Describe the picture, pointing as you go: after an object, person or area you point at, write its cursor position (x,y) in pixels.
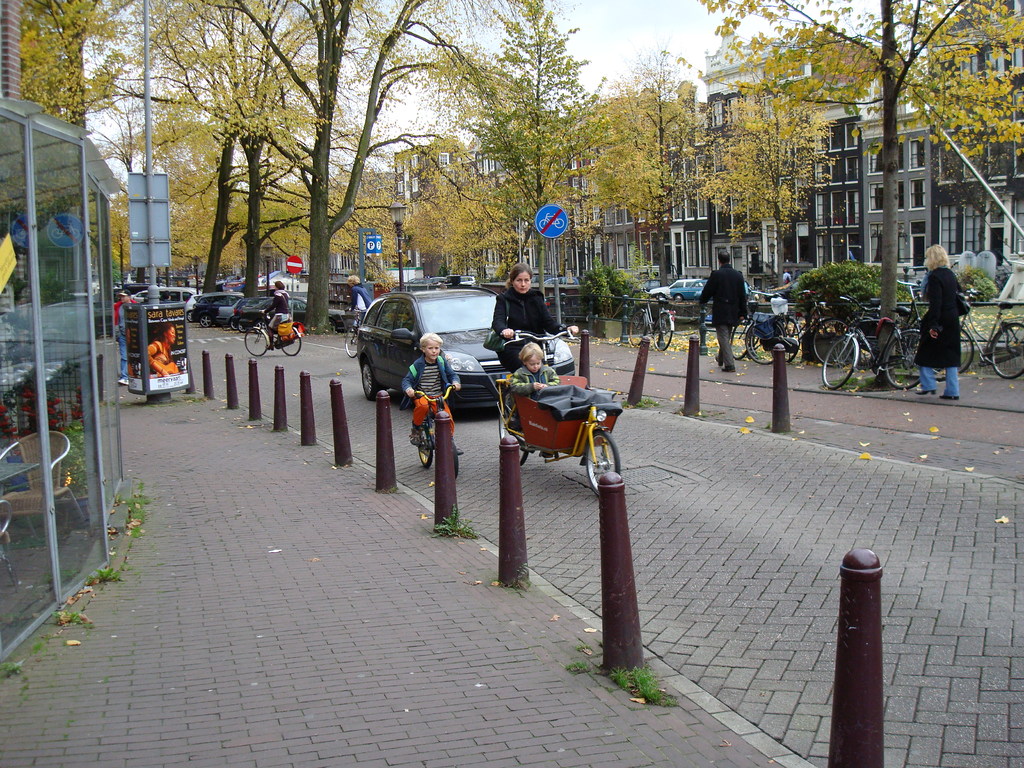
This picture describes about group of people (728,372), few are walking and few are riding bicycles (614,439), beside them we can see few metal rods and sign boards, in the background (569,99) we can find few trees (275,133), vehicles (490,304) and buildings (719,122), on the left side of the image (94,307) we can see hoardings (147,391), glass (94,307), a chair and a pole (147,202).
